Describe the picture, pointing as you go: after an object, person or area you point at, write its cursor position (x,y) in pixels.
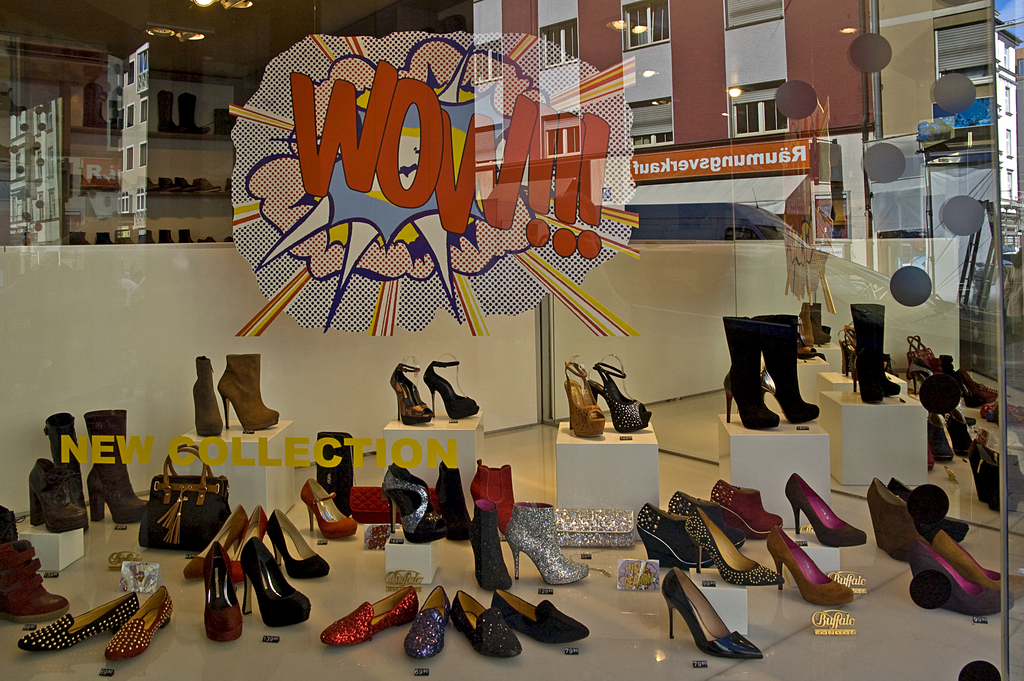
In front of the image there is a glass wall (351,353) with logo (339,316) and text (446,208) on it, through the glass wall (345,345) we can see there is footwear (403,489) on the display (627,486). On the glass (693,183) we can see the reflection (643,116) of buildings (776,117) with name boards (766,167) on it.
